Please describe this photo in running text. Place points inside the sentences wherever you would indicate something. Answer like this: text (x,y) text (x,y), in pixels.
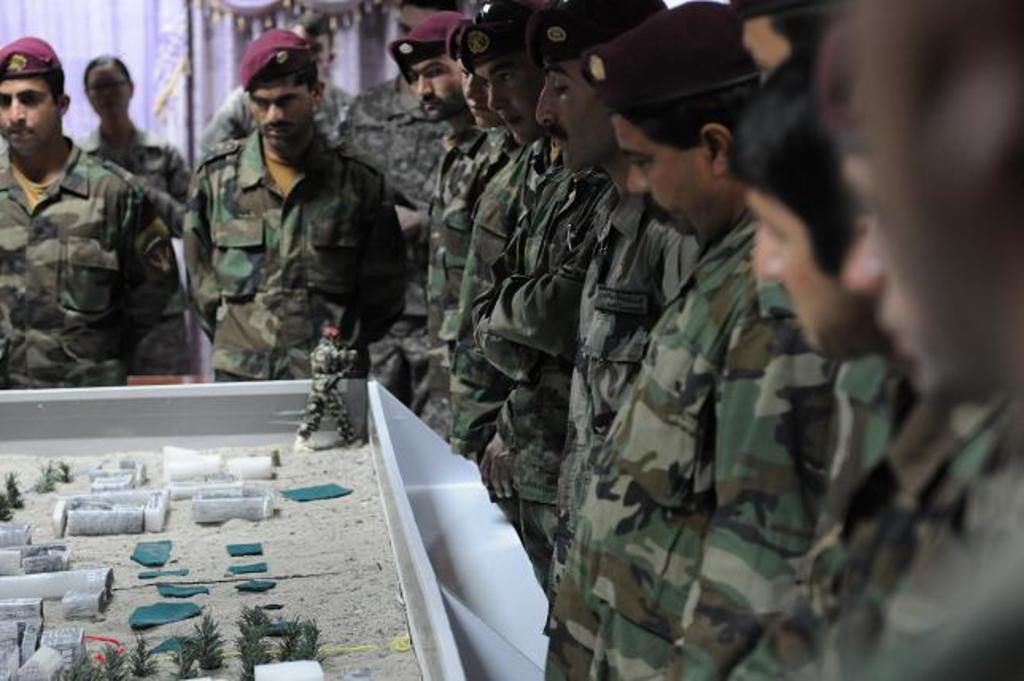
This picture describes about group of people (563,421), they are standing and few people (412,41) wore caps (443,54), in front of them we can see a miniature (128,493).
